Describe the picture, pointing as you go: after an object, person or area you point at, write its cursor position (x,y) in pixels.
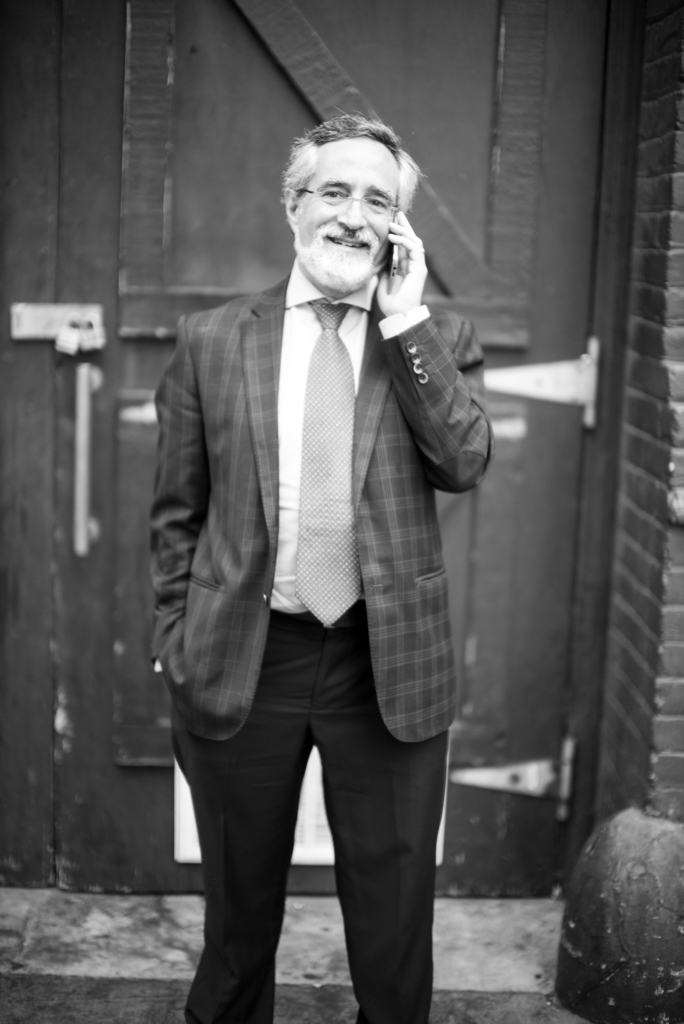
In this image there is a person (321,475) standing and he is holding an object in the foreground (254,556). There is a wall (614,754) on the right corner (632,702). There is floor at the bottom (477,981). There is an object (16,536) that looks like a door (531,843) in the background (535,33).
